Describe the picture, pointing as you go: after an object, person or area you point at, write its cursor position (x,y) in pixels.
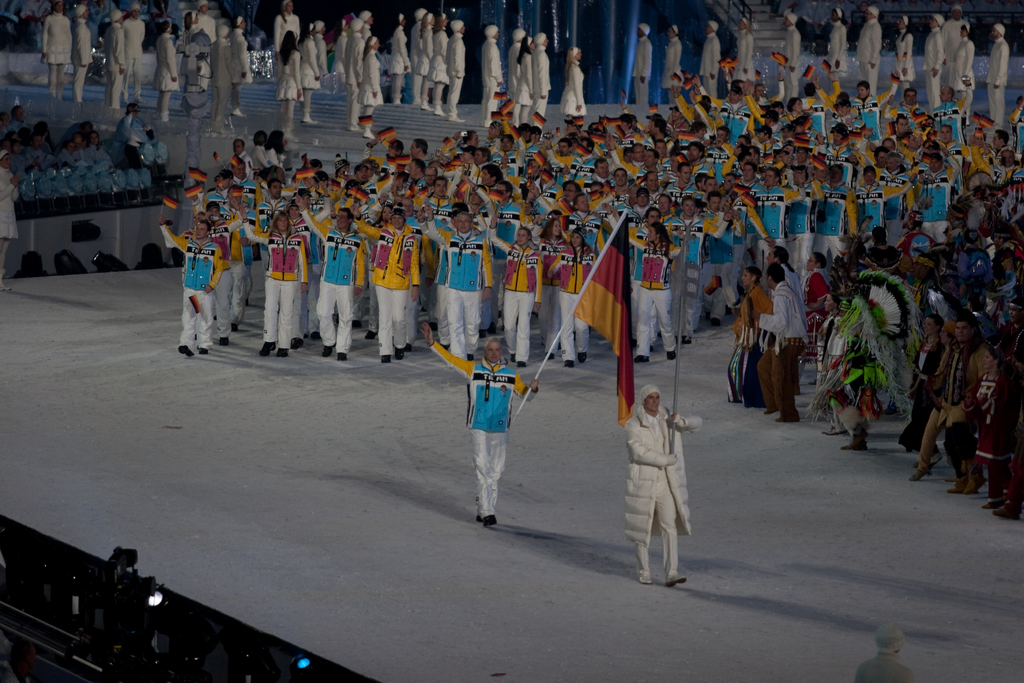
This image consists of many people (833,130) performing march. At the bottom (349,533), there is a dais (407,486). They are holding rods (675,381). In the background (350,87), there are many people (577,58) in white dress (456,79).
